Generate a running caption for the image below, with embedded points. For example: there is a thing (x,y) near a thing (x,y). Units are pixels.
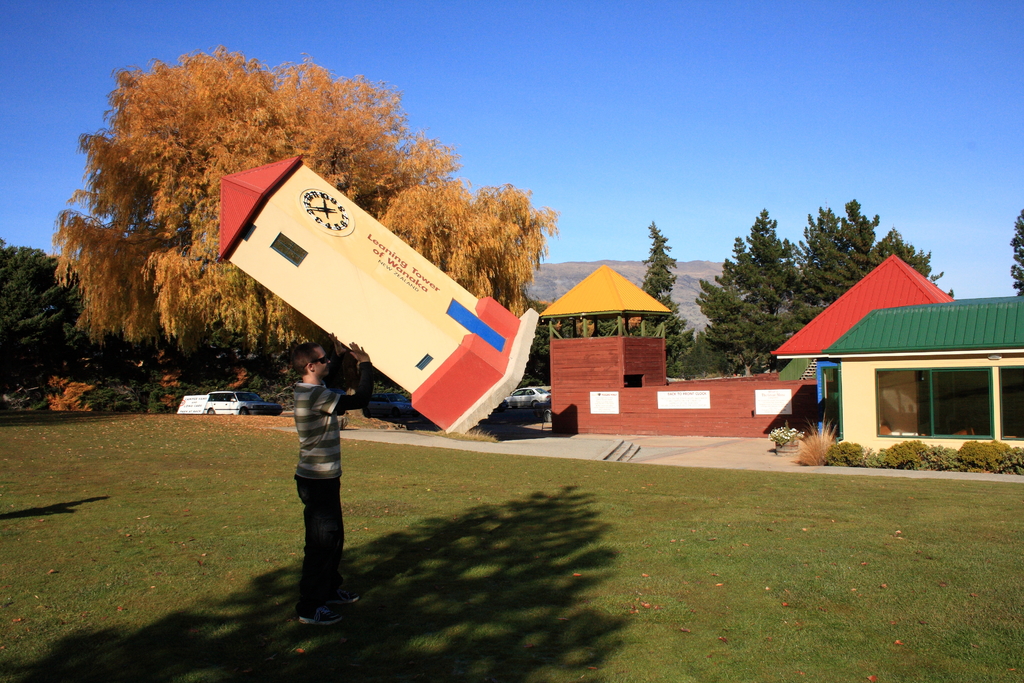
In the image I can see a person (315,476) who is holding the tower like thing (382,248) to which there is a clock (308,206) and to the side there are some houses (673,428), trees (387,201) and a car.
